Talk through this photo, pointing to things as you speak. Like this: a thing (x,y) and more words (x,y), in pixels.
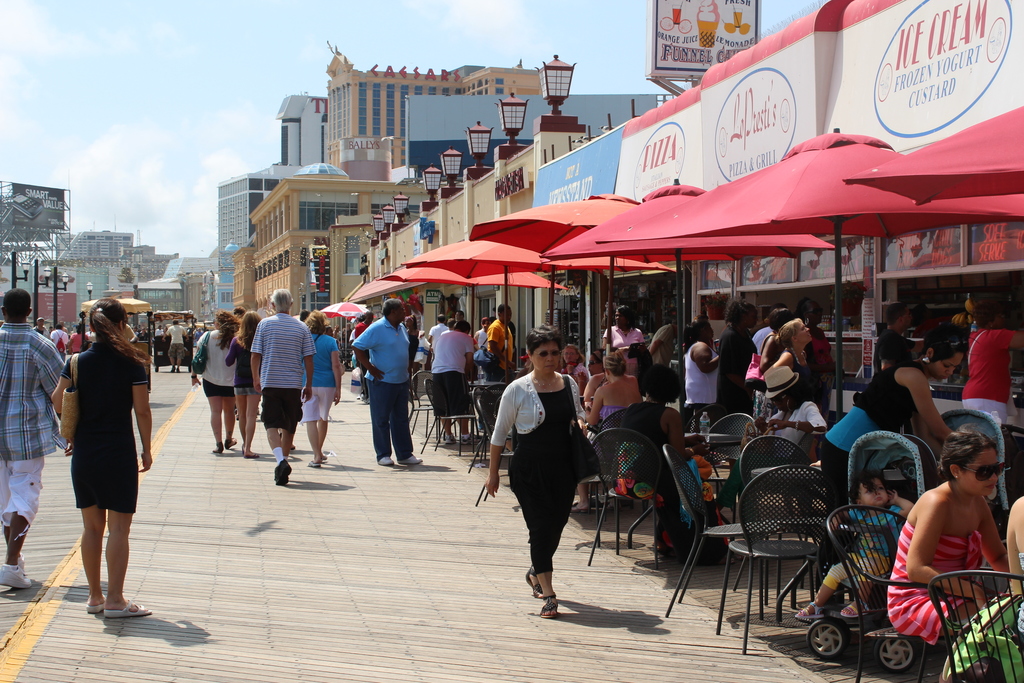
In this picture we can see some people (860,415) are standing, some people (540,350) are walking and some people (961,559) are sitting on chairs (827,499), on the right side (909,231) we can see umbrellas (443,260) and buildings (851,240), in the background (82,282) there are poles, lights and buildings (354,125), we can see the sky (573,31) and a board (651,17) at the top of the picture (705,25), we can see a baby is sitting in the stroller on the right side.
